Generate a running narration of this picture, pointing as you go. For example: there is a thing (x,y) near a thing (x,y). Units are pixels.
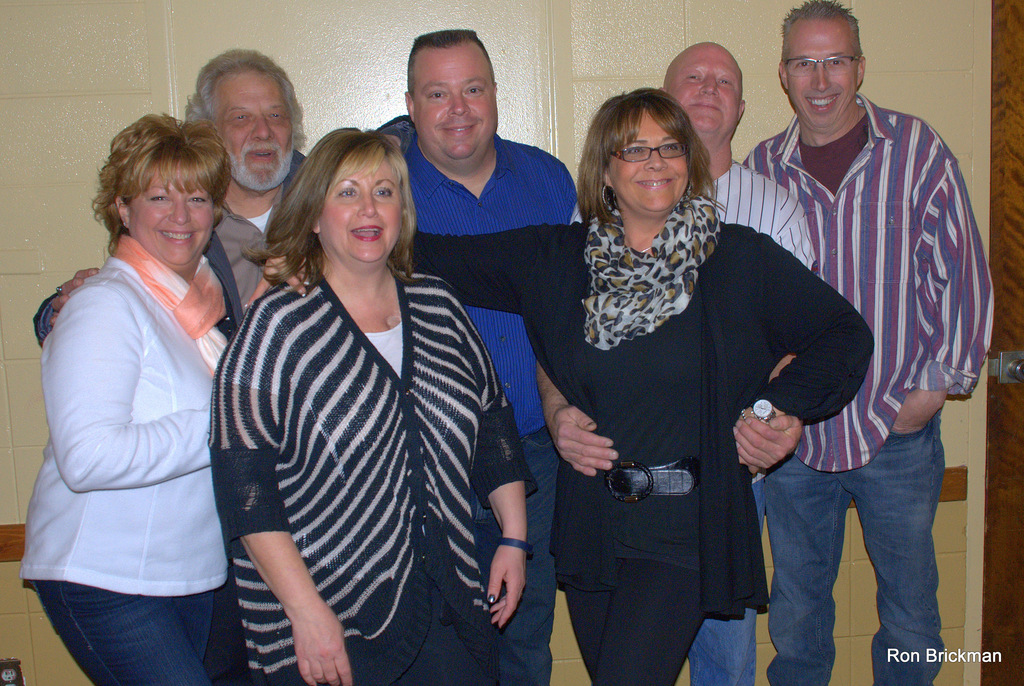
There are group of people (376,271) standing and smiling. This looks like a wall (608,22). At the right corner of the image (994,125), I think this is the door (1010,426) with the door handle (1012,370). I can see the watermark (915,658) on the image.
